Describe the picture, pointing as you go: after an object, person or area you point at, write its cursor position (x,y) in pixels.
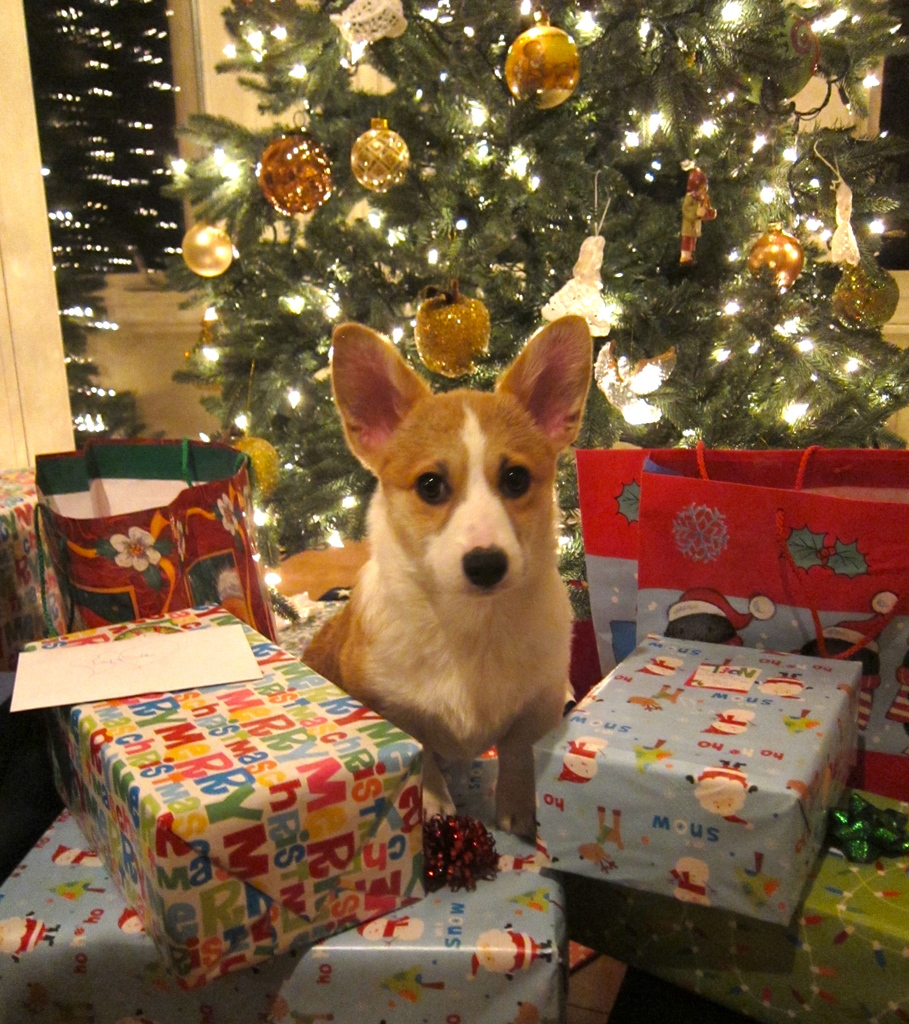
In this image I can see few gift boxes (454,937) which are blue, red, yellow and green in color and a paper (56,697) on the box (307,674). I can see a dog (412,642) which is cream and brown in color in between them. In the background (501,364) I can see few trees (403,208) with lights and decorative items (365,136) on them. I can see the wall (182,400) and the window (169,98).
